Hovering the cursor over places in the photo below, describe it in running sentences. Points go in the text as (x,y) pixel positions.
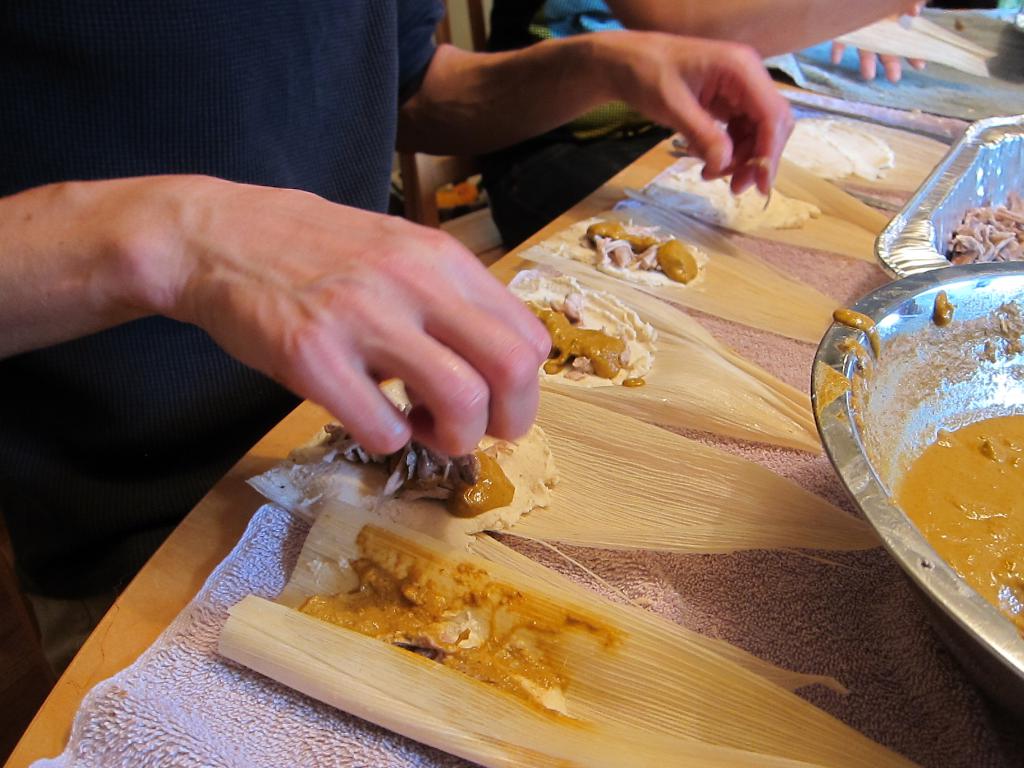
This picture shows couple of people (606,57) seated on the chairs (21,689) and we see food (397,616) in the leaves (727,299) on the table (201,508) and we see a bowl (941,339) and a aluminium tray (894,258) on the table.
